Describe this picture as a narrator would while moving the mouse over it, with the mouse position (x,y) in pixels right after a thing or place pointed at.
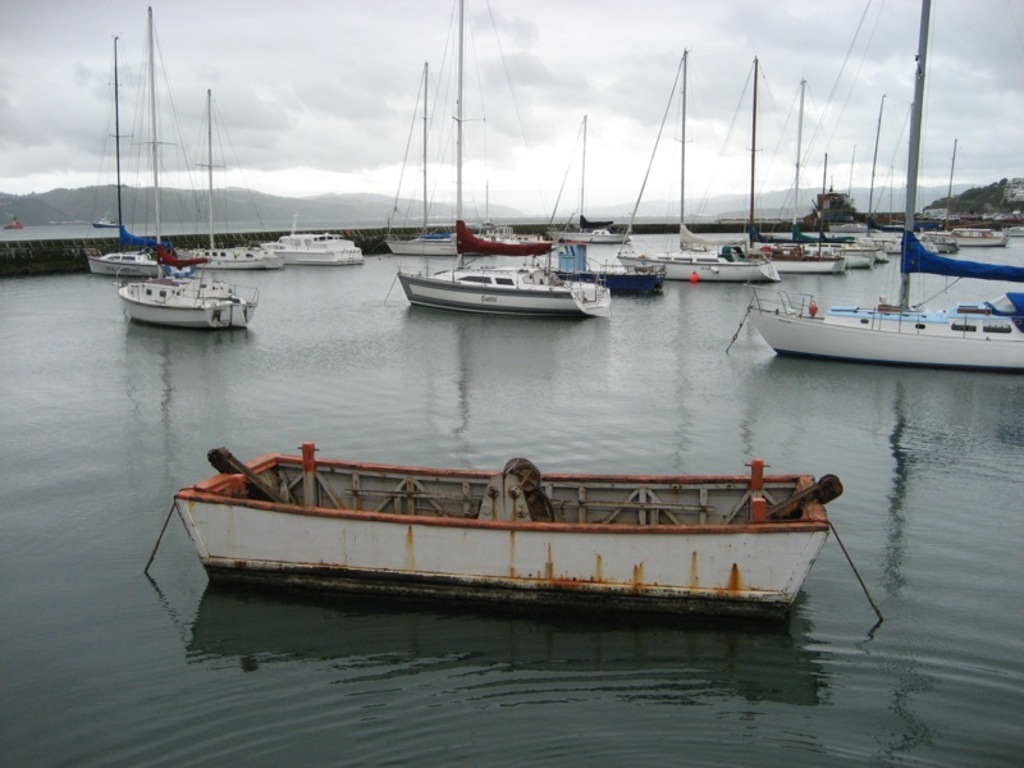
In this image we can see some boats (587,494) with poles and wires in a large water body (884,615). We can also see a bridge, trees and a building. On the backside (742,172) we can see the hills (49,202) and the sky (387,142) which looks cloudy.
